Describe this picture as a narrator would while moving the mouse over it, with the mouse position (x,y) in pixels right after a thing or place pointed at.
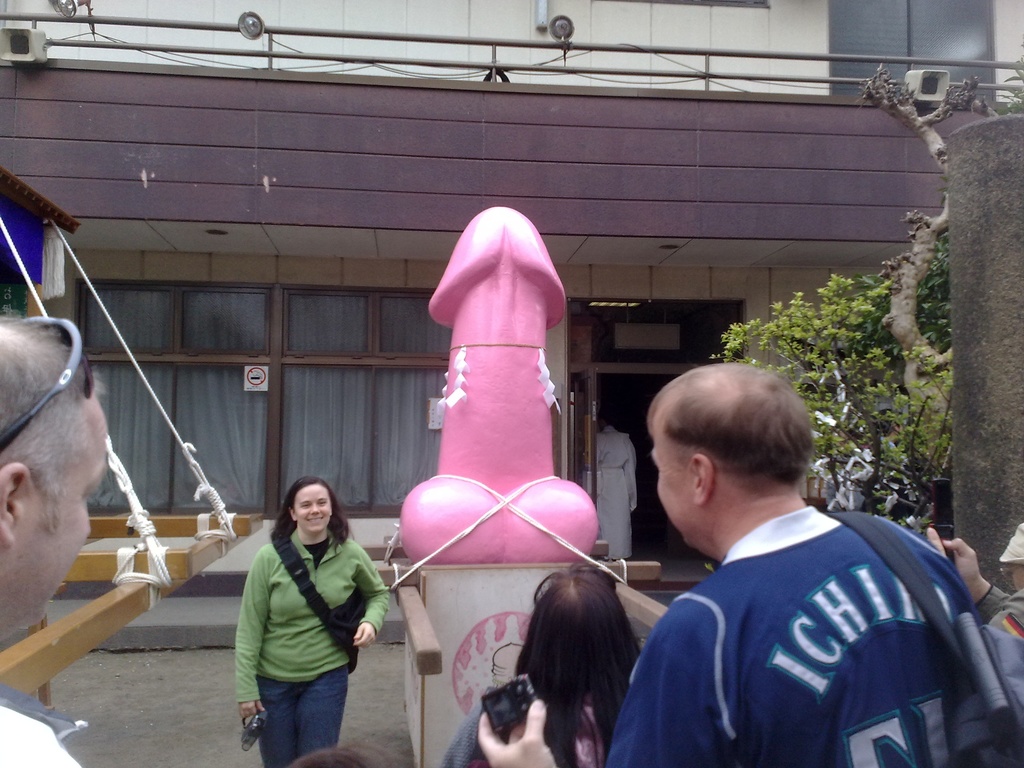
In the foreground of the picture (27,457) there are people (275,576). In the center of the picture (514,460) there are tree (874,329), statue (513,433), wooden object (183,517) and rope (150,549). In the background (253,232) there is a building (312,217), to the building (311,361) there are glass windows (330,329), door (651,393), railing (428,46) and lights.
